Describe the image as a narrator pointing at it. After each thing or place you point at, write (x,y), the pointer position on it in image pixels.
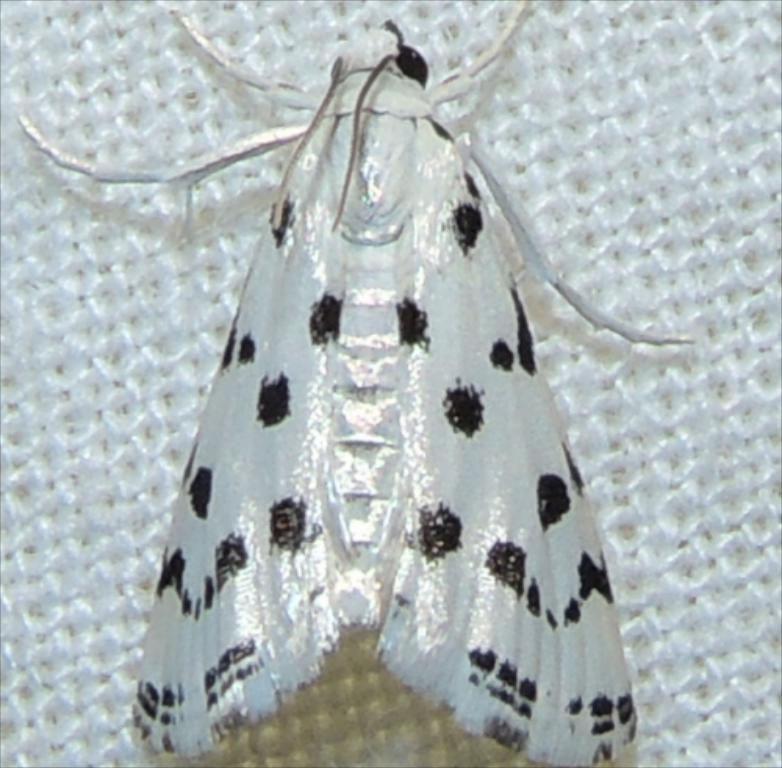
In this picture I can observe an insect (301,253) which is in white and black color. This insect (247,295) is on the white color surface (556,231).
